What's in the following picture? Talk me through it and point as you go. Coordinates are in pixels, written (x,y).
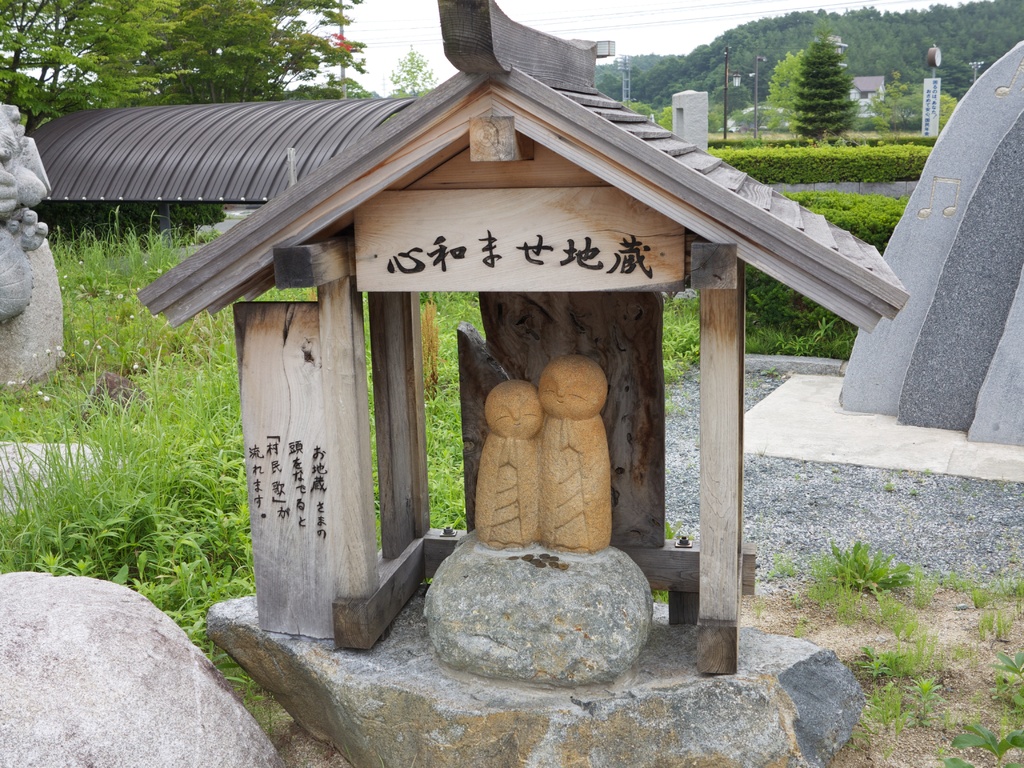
In this picture I can see the wooden statues (601,501) of the person (494,491) which is kept on the stone (526,588). Beside that I can see the small wooden hut (370,305). In the background (813,108) I can see many trees (921,103), plants (855,127), grass (66,259), poles (724,70), electric wires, shed (293,138), banner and tower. On the left (51,315) I can see the statue (53,314) on the ground (66,273). At the top (596,3) I can see the sky (541,3).
